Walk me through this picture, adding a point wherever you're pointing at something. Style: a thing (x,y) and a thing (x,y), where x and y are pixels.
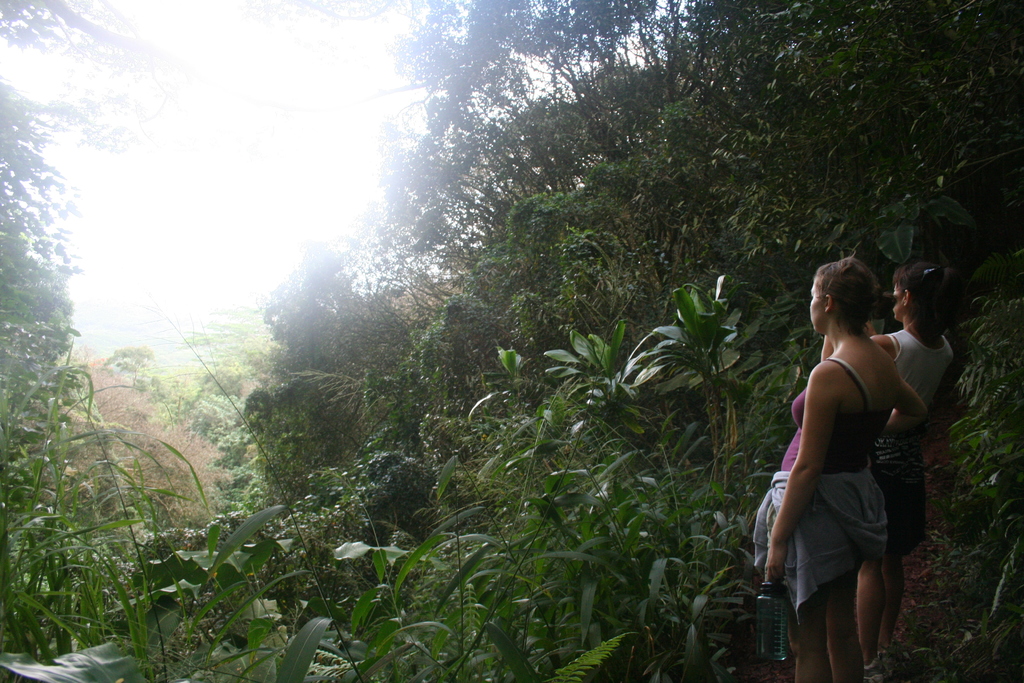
In the picture I can see two women (878,592) are standing on the ground (910,613). In the background (345,340) I can see plants (317,423) and trees (426,307).
